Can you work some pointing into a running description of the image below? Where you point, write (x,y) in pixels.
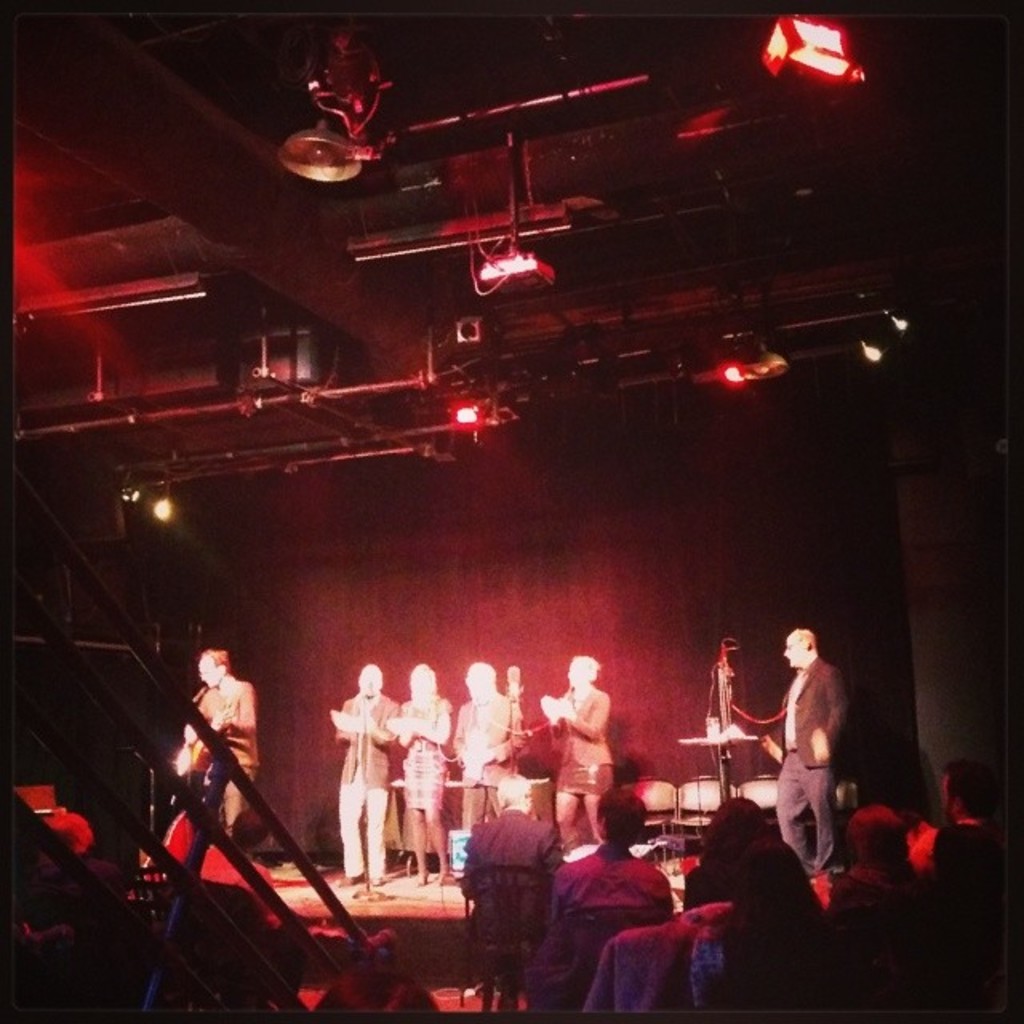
In this picture, we can see a group of people (372,809) standing on the stage (387,869) and a person (234,722) is holding a guitar (200,742) and in front of the people (414,789) there are groups of people (232,914) sitting on chairs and there are lights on the top (353,110).
